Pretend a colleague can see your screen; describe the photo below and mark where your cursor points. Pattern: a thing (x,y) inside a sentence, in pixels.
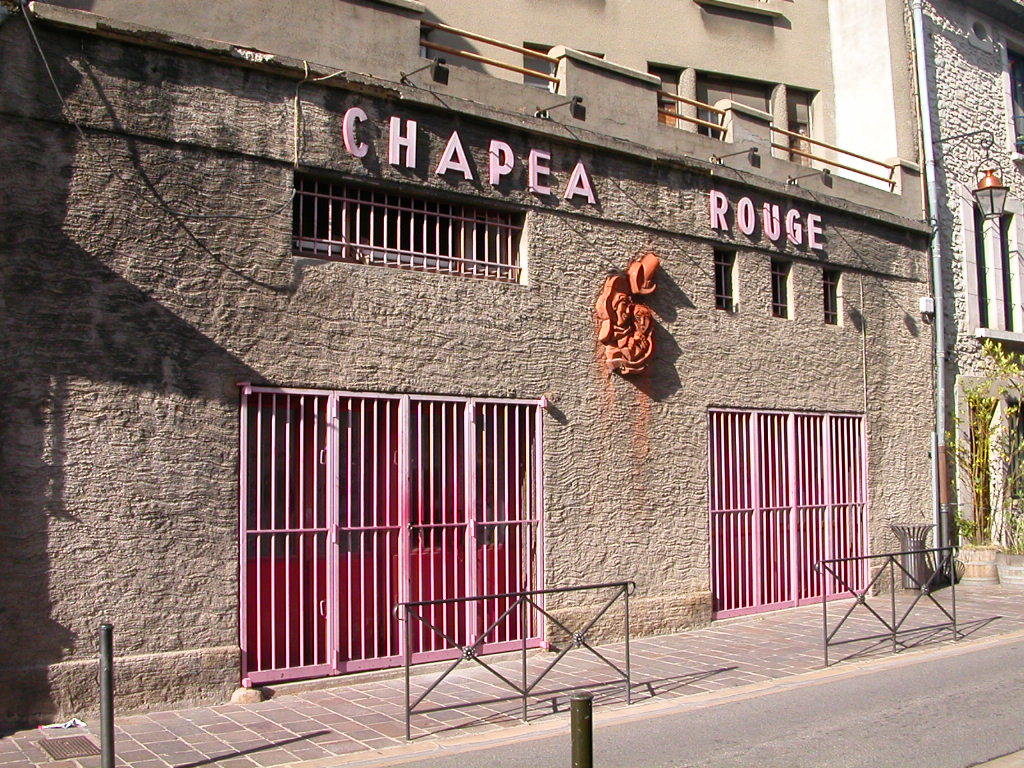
In this picture we can see buildings (1023,70) with windows (405,197), pipe (926,100), lamp (986,161), plants (972,497), footpath (681,641), wall (610,528), poles (826,632), road (963,659) and some objects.
